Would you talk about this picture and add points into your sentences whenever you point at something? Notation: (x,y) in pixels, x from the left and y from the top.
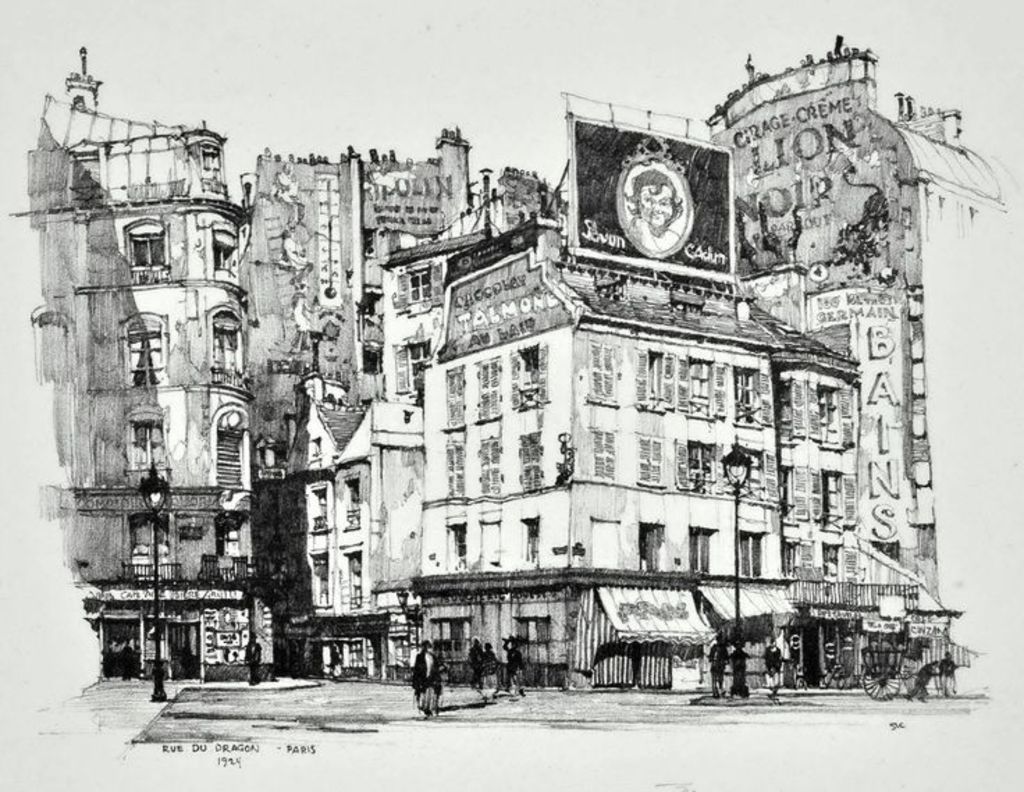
In this image we can see an art of some buildings (584,425) and there are few people (517,645). We can see some text (880,389) on the buildings (472,247) and there is a board (615,137) with the picture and text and there are few street lights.
